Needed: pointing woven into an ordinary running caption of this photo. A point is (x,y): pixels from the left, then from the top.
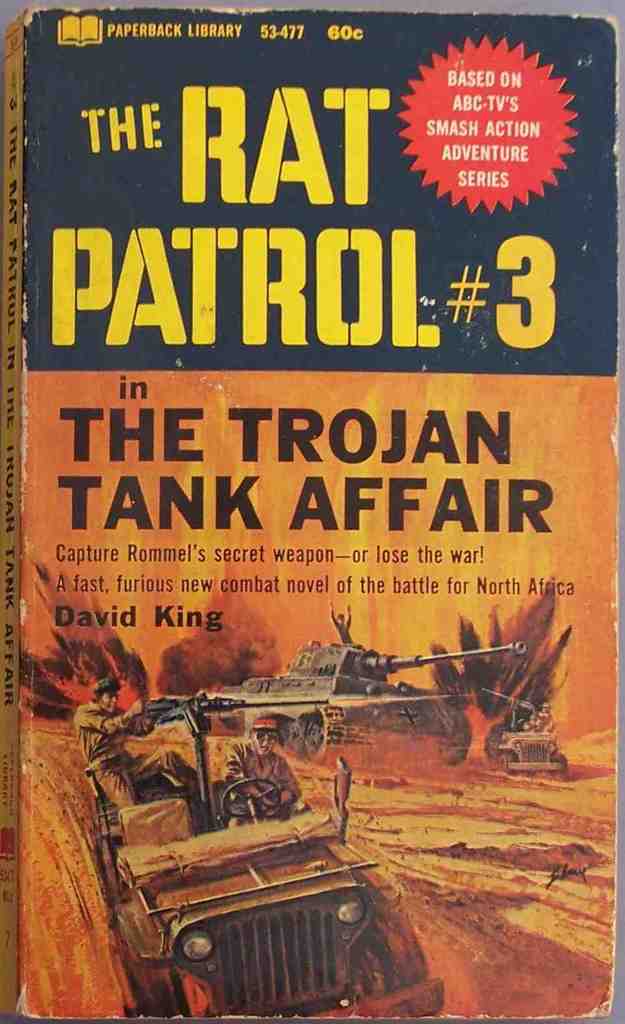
In the image there is a book (57,788) with army tank (368,698) and jeeps (289,876) on it, it seems like a war along with a text (318,330) above it.
